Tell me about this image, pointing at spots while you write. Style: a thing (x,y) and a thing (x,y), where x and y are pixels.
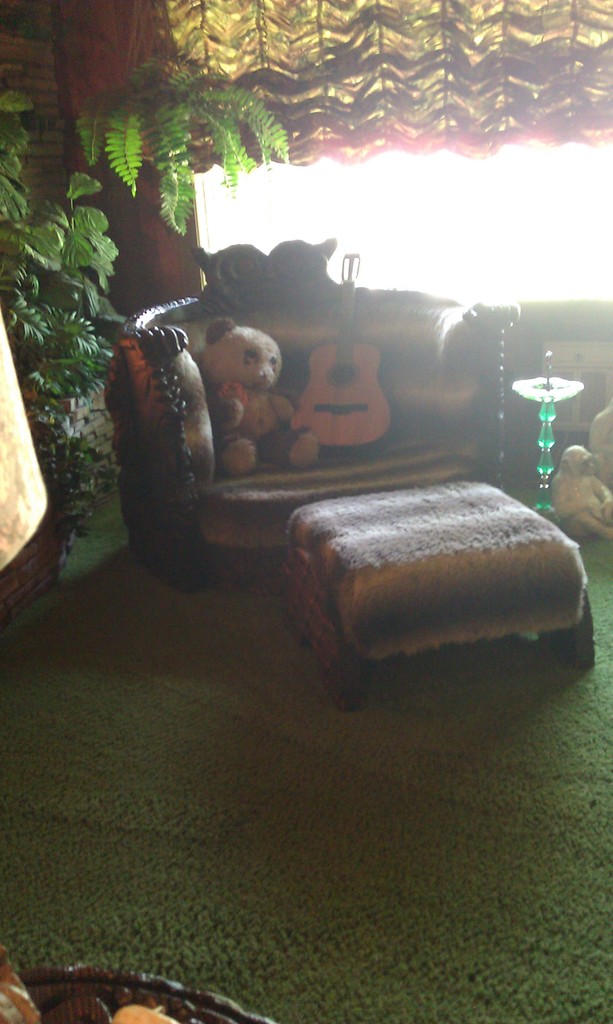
In this image we can see a teddy bear (267,410) and a guitar (335,398) placed on a sofa (288,462) and a table (323,558) placed in front of it on the floor (419,670). To the right side (567,503), we can see a monkey doll (578,494) kept on the floor (361,869). On the left side (150,95), we can see group of plants (181,90).
